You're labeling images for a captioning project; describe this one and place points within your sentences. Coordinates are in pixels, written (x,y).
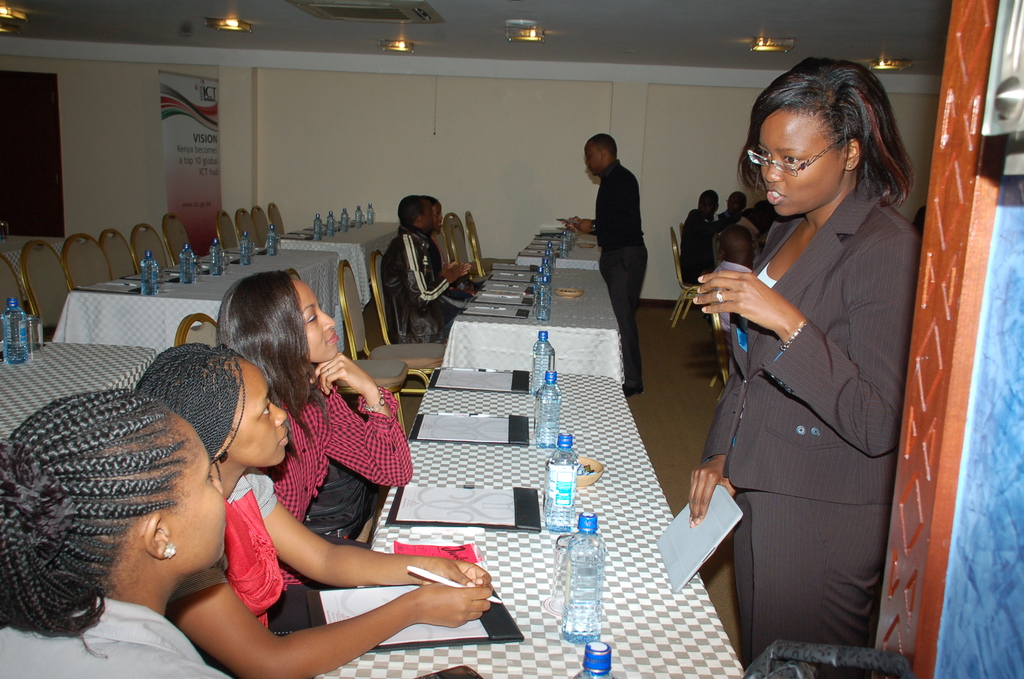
In the image we can see there are people (335,338) sitting and two of them (608,216) are standing. There are even chairs (163,267) and tables (54,364). On the table (584,492) we can see the bottles (559,510) and file (484,524). We can see floor (667,391), lights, wall (371,101) and poster (201,185).
